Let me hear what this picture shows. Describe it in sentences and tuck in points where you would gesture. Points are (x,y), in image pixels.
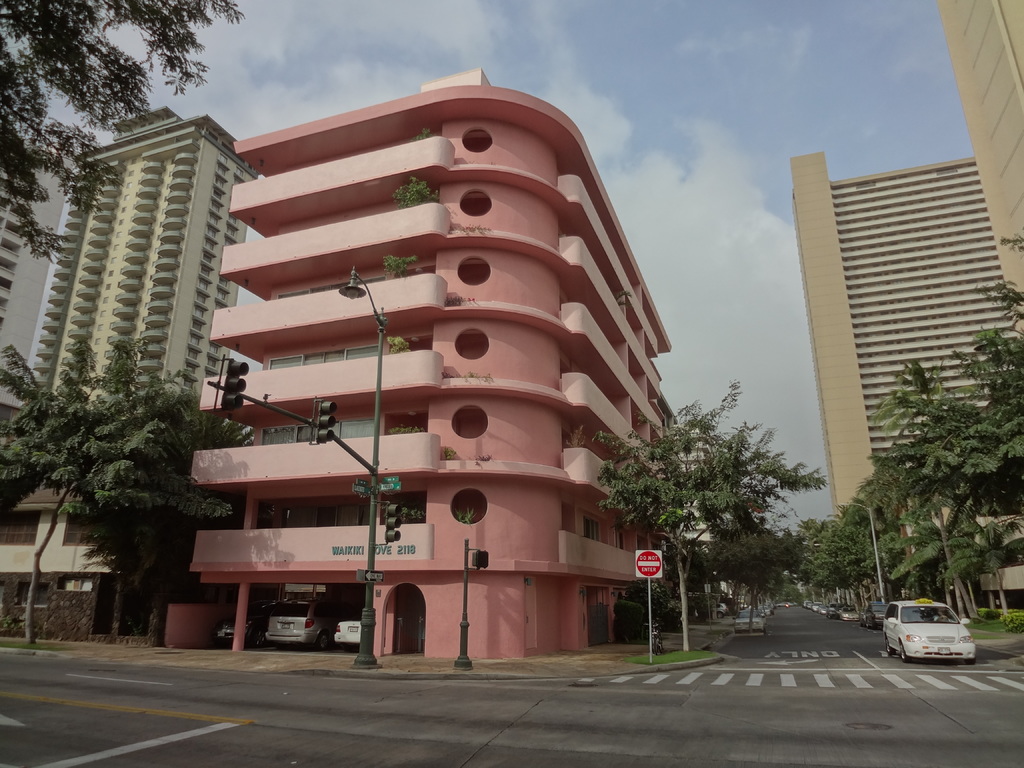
In the foreground of this image (630,741), there is the road (736,718) and a vehicle (924,660) on it. On the right (940,515), there are trees (957,509) and few buildings (867,345). On the left (319,424), there are traffic lights (235,398) to the pole (355,455), trees (105,417), buildings (211,263) and the sky (735,98) and the cloud (710,213) on the top (713,232). In the middle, there is a sign board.
